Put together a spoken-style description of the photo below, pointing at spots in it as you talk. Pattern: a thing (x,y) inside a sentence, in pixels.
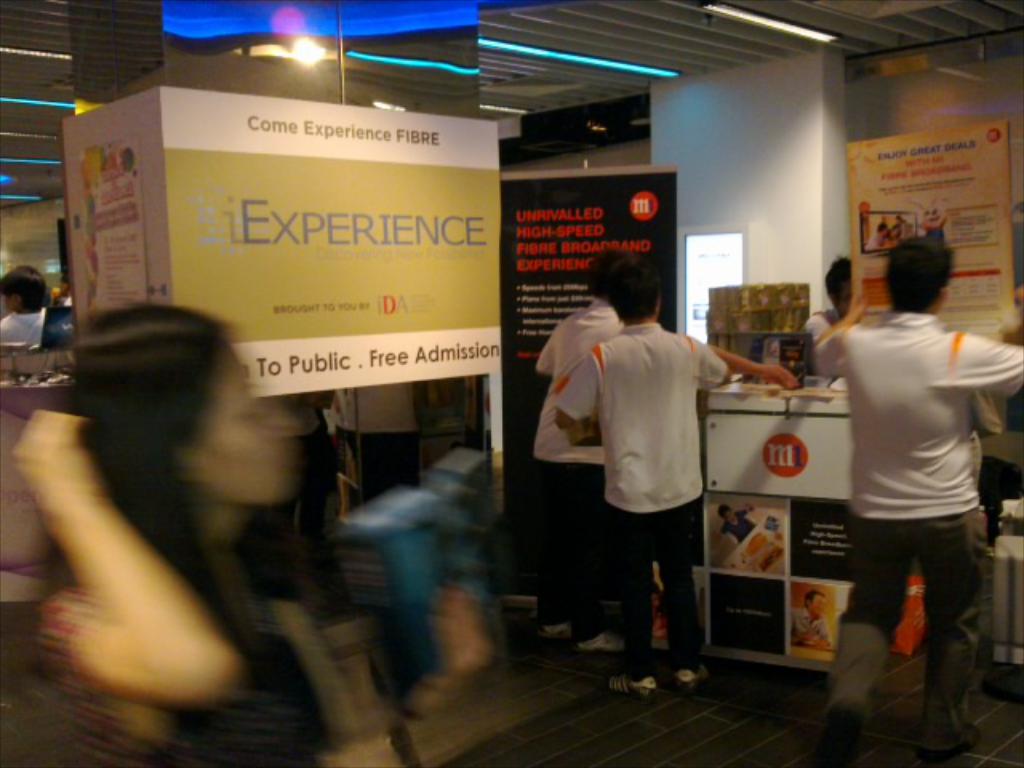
In the picture I can see blur image, where we can see some people (564,454), some banners (511,272) and lights (668,77) to the roof (556,69).
